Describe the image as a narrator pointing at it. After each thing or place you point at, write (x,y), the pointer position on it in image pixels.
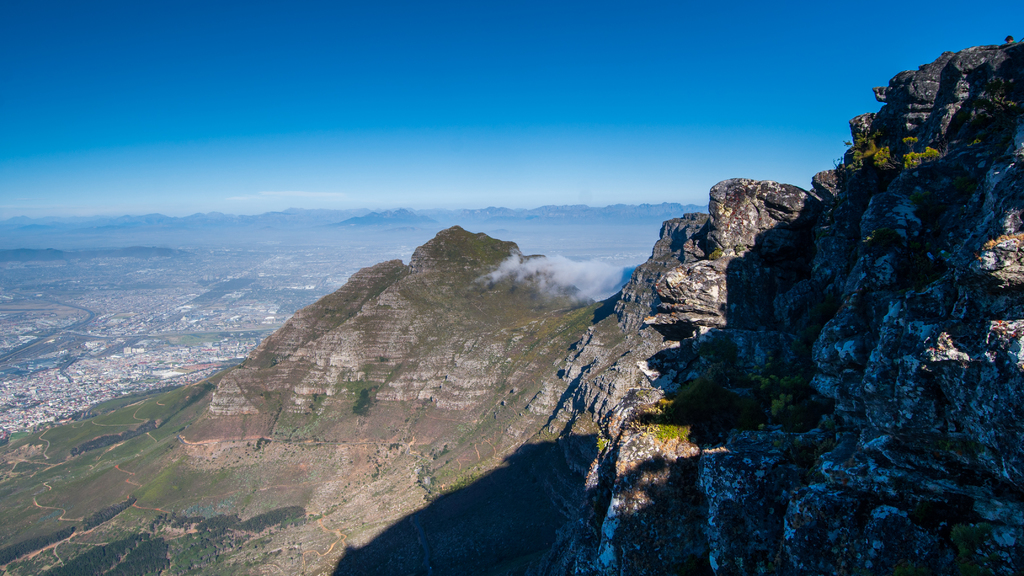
In the image we can see the mountains (737,335), smoke (575,275), grass (141,478), path (179,442) and a blue sky (144,78).
